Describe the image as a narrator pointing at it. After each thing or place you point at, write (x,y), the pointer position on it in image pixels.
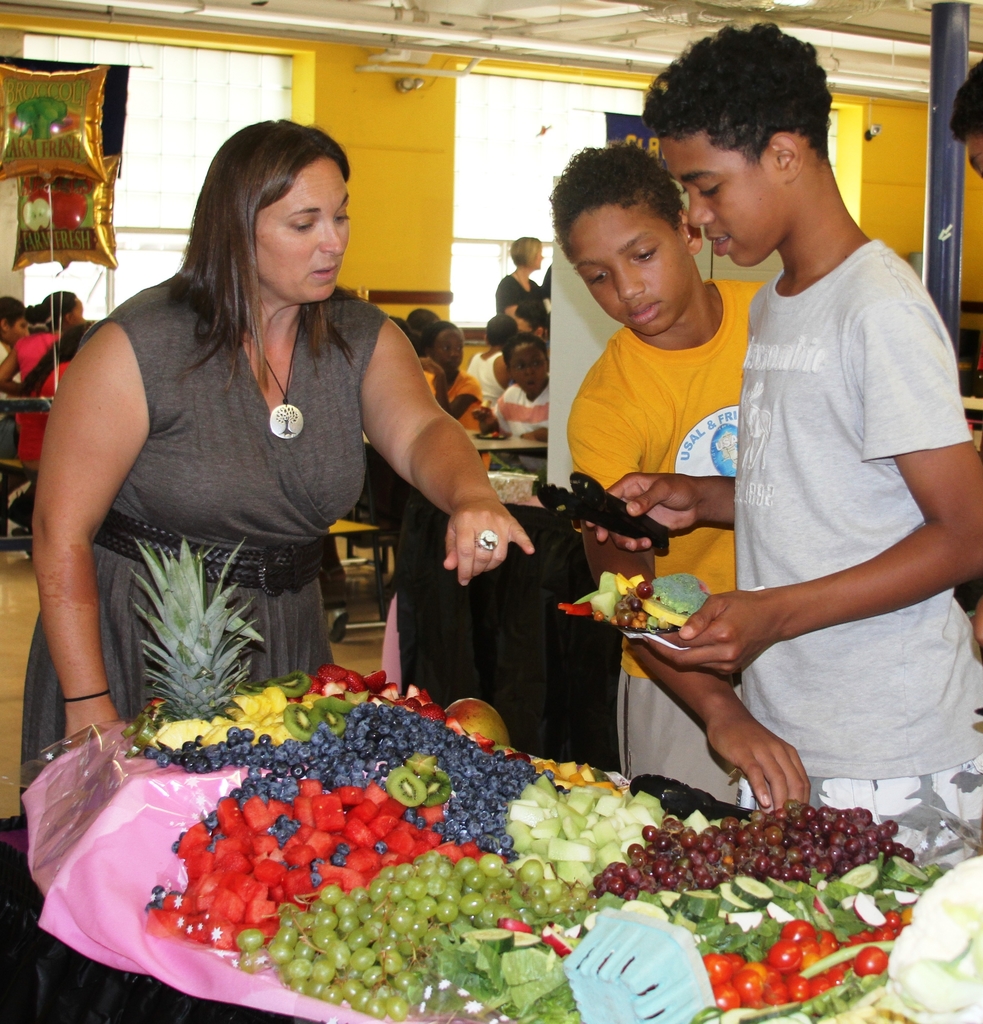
In this image in front (720,921) there are fruit (867,842) and vegetables (898,965) on the cover (115,925). In front of them there are people (718,479). Behind them there are a few other people (523,341) sitting on the chairs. In front of them there are tables (500,445). On the left side of the image (9,82) there are two balloons (57,146). There is a wall (382,136). On top of the image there are lights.
